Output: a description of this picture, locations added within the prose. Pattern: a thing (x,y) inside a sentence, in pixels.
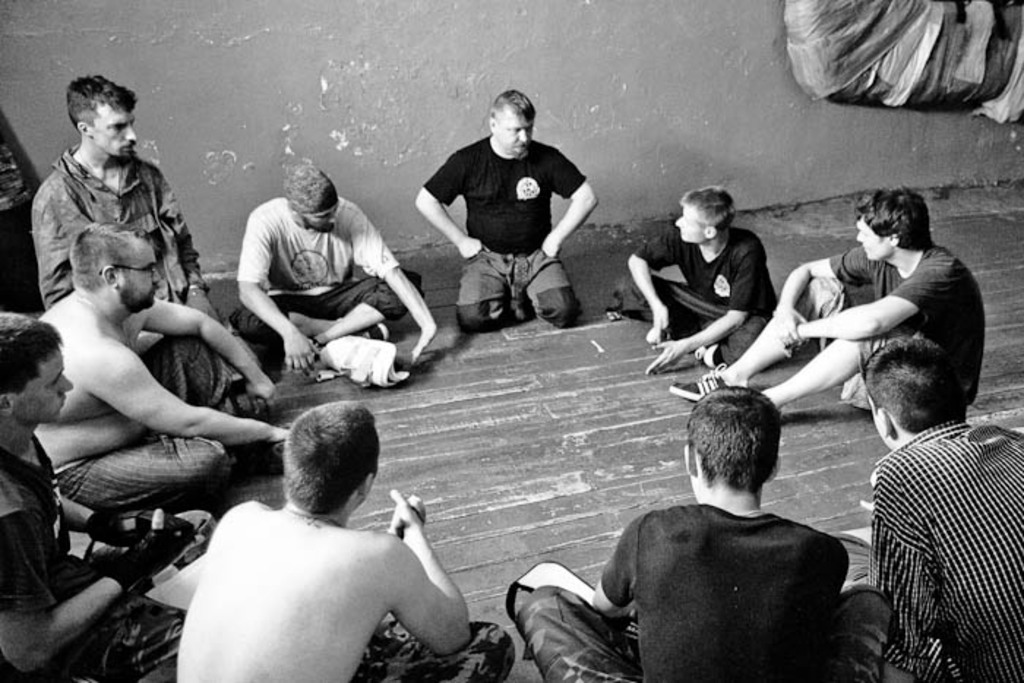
In the picture we can see a few men (345,429) are sitting on the floor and behind them we can see the wall (892,174).
